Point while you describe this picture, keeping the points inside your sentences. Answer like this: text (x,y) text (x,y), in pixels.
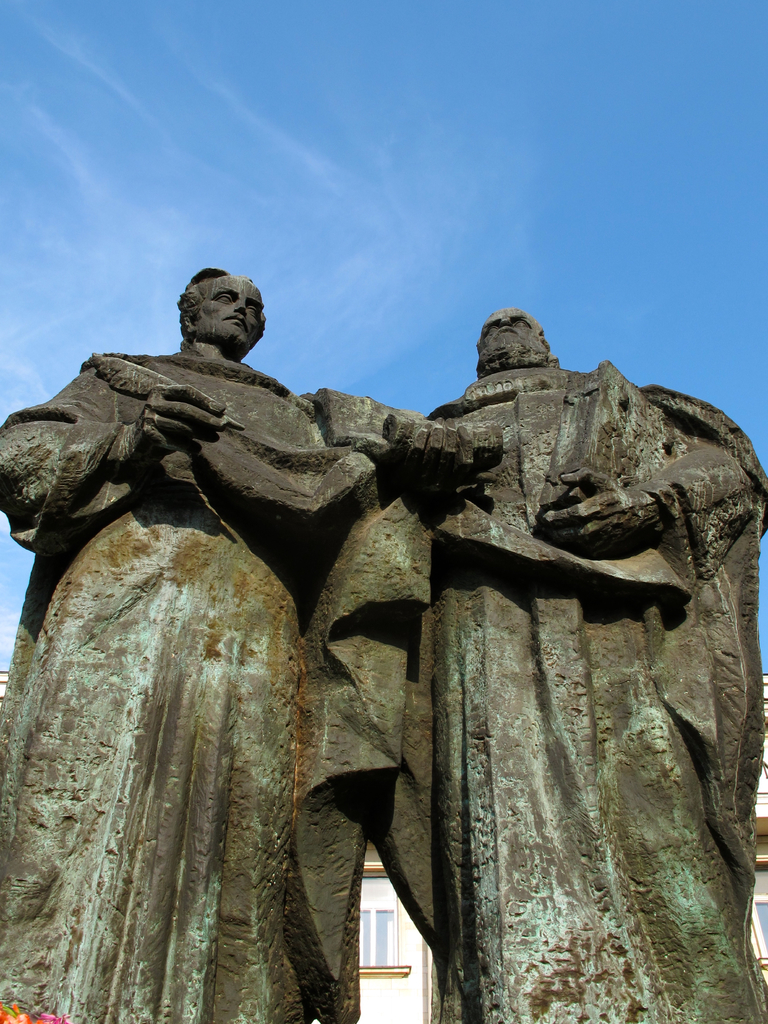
This image consists of statues (366,667). There is building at the bottom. There is sky (250,183) at the top (316,244).
